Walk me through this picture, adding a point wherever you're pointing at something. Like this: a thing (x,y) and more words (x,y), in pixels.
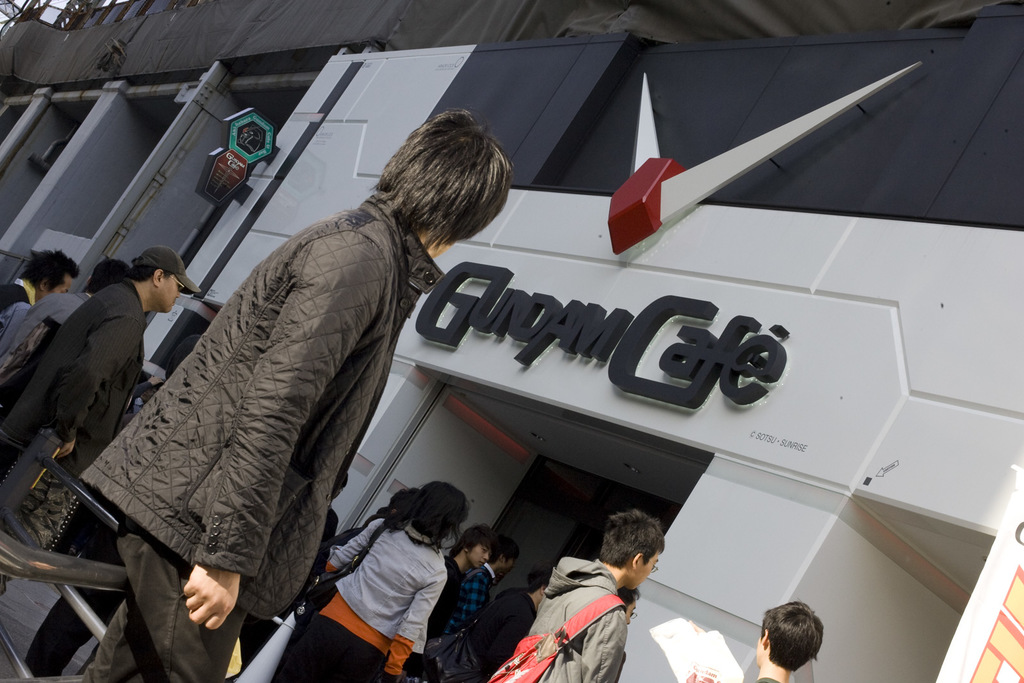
In this image I can see people (249,415). Here I can see buildings (736,421) on which I can see some name (632,346) and objects (234,128) attached to it.
